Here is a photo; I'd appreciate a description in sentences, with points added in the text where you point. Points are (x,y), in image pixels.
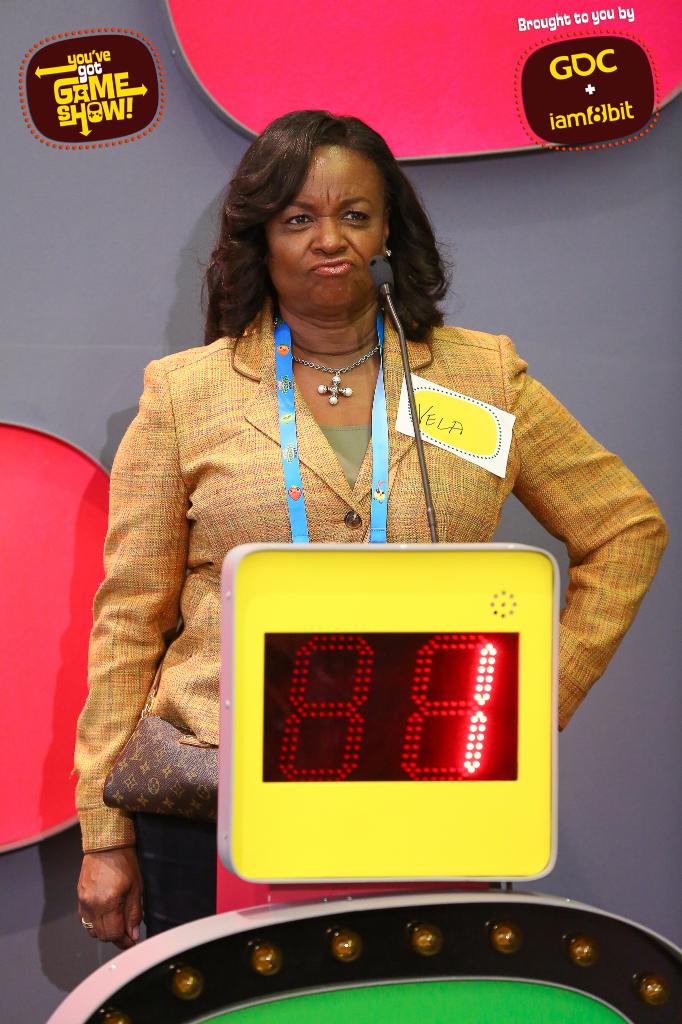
In this image, we can see a woman (224,477) is standing. In-front of her, we can see a microphone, digital screen (428,713) and board (280,1021) with bulbs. In the background (45,1006), there is a wall (598,242). At the top of the image (577,110), we can see text (86,69).
